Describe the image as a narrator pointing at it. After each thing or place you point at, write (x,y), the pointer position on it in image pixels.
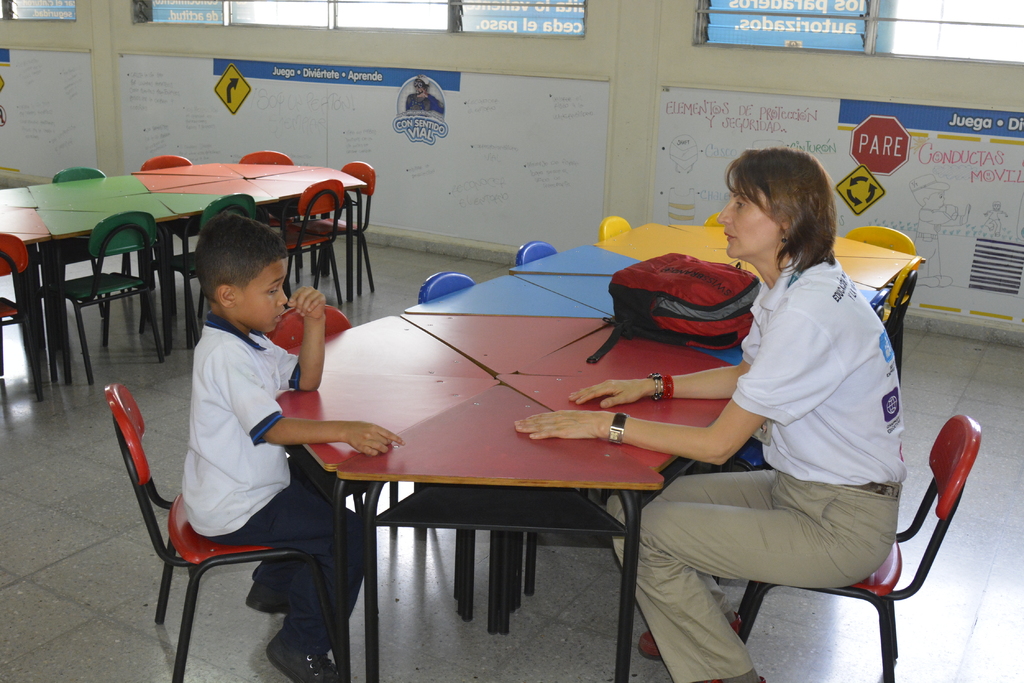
In this picture, we see a boy (201,512) and woman (741,419) is sitting in front of the table (575,344) and on table (690,244), we see red bag (677,323). Woman (805,304) is talking to the boy (276,408) who is on the opposite side. Beside him, we see another table (136,208) which is in orange and green color. On background of the picture (10,175), we see a wall (614,114) on which many white cards (397,115) are pasted and we even see windows (826,30).
